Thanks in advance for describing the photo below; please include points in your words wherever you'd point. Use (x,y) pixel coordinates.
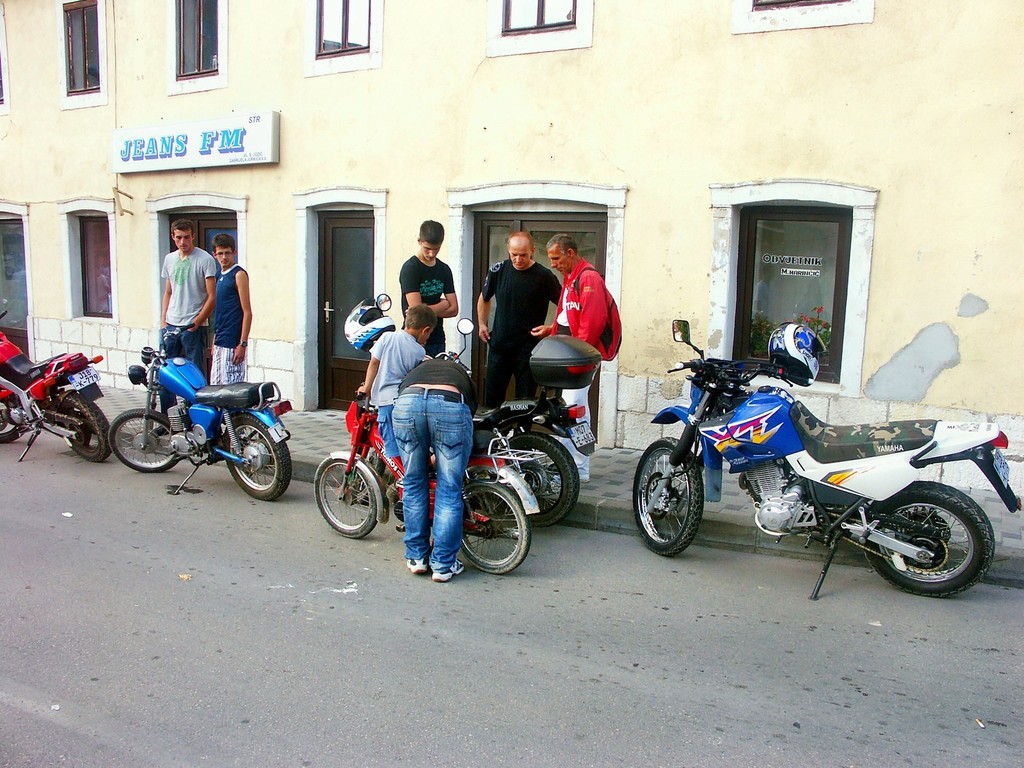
This image is taken in outdoors. At the bottom of the image (478,614) there is a road (444,683) and a few bikes (81,382) on it. At the top of the image (965,66) there is a building (468,165) with doors (370,245) and windows (355,22) and a board (194,150) with text (151,152) on it. There are few people (410,381) in this image standing on a road (266,586).
